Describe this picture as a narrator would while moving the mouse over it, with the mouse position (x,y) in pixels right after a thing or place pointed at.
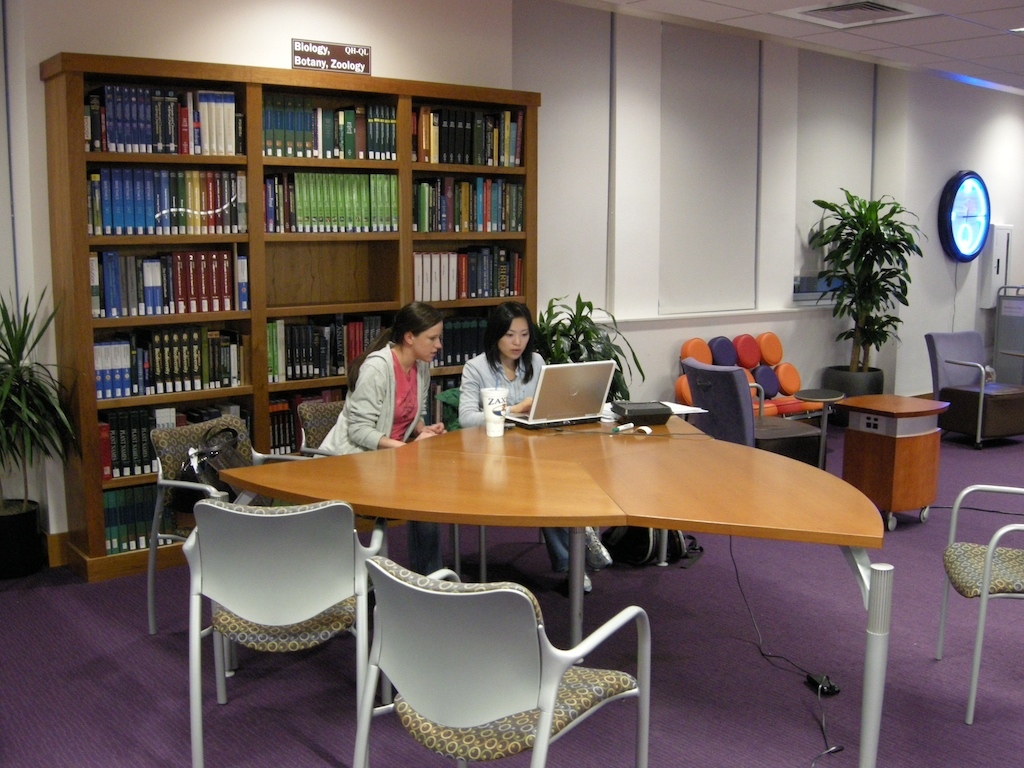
In the picture we can see two women (492,373) are sitting on the chairs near the table (497,455) where in, laptop (543,409) and few more objects (624,411) are placed. Here we can see a few more chairs (1023,592), a table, books (385,106) kept in the shelf (180,330), we can see flower pots (879,212) and a clock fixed to the wall (997,197).
